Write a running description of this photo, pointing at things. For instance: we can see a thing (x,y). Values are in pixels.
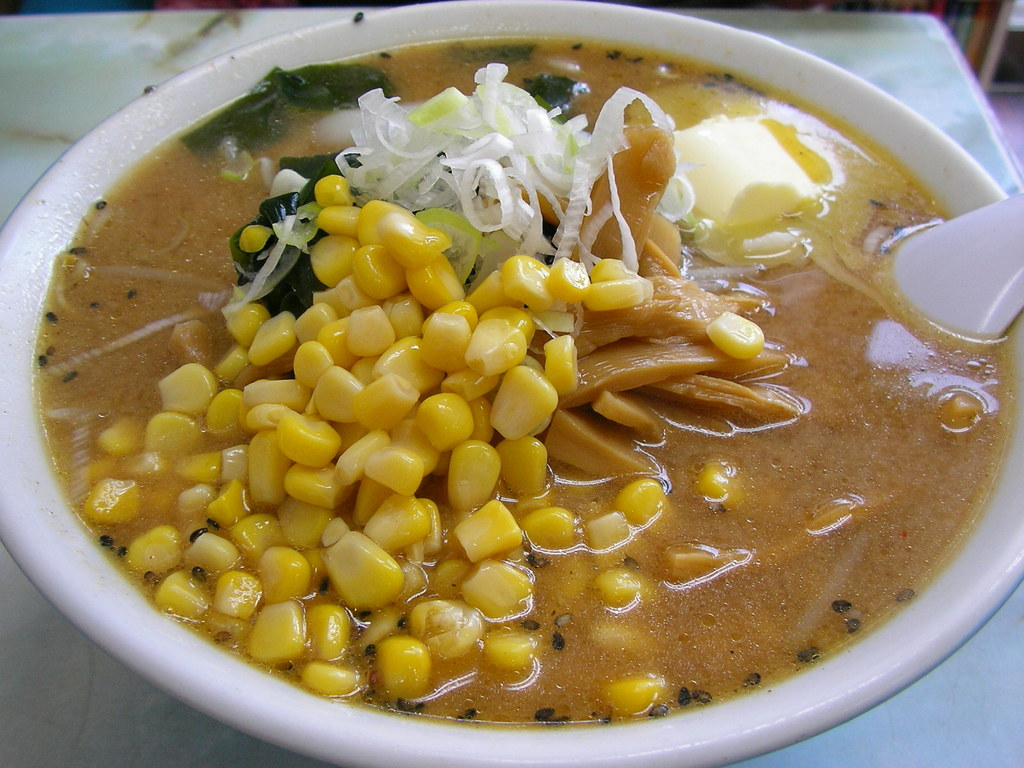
In the center of this picture (473,363) we can see a white color bowl (584,732) containing corn kernels (425,368), sliced vegetables (408,139) and some food items (714,234) and we can see a white color object (915,262) seems to be the spoon (908,277). In the background (911,52) we can see the table (844,35) and some other objects (1000,33).
